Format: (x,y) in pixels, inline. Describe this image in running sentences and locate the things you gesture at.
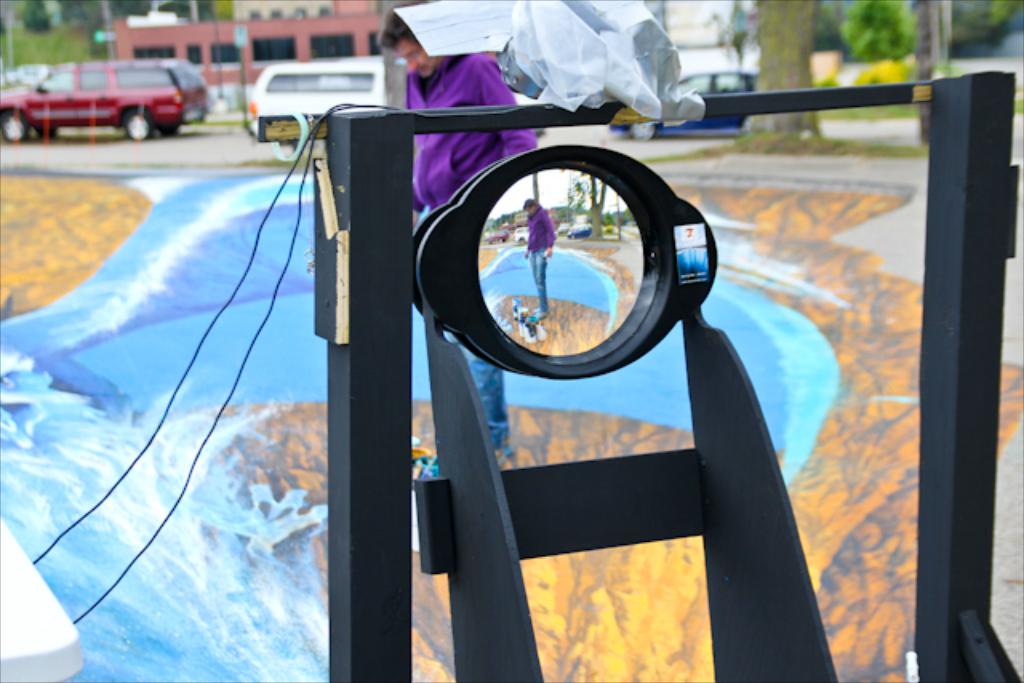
In the center of the image (548,313) we can see a person (543,307) standing. In the background (44,94) we can see a group of cars (302,68) on the road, buildings (256,76) with windows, trees (594,205), poles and the bark (775,130) of a tree (767,72).
